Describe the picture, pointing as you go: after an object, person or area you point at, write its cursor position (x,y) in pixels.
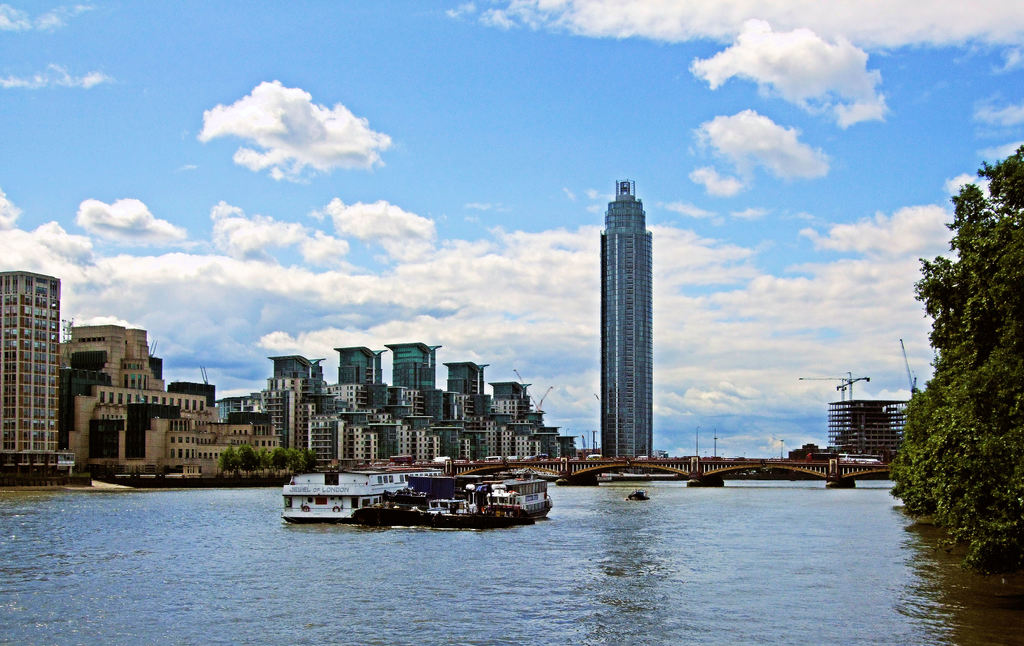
In this picture we can see boats (492,492) on the water (634,563), bridge (511,468), buildings (509,426), trees (987,520), poles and some objects (640,458) and in the background (378,124) we can see the sky (669,144) with clouds (236,152).
